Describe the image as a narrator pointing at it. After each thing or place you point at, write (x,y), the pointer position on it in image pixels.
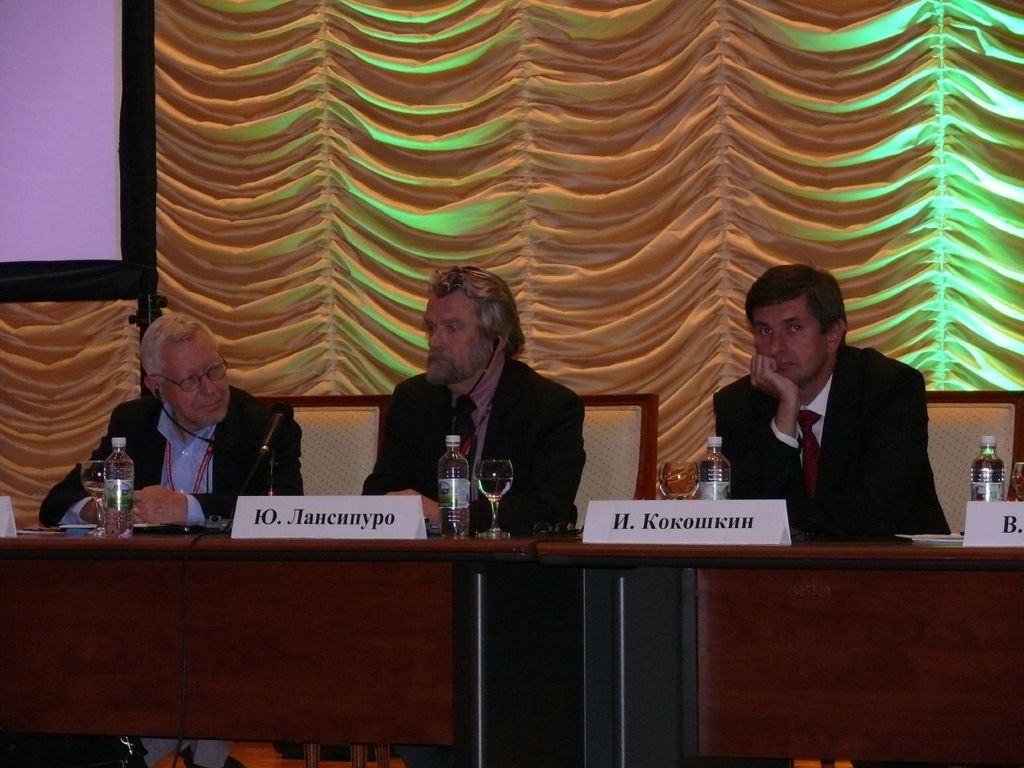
In the foreground of this picture (442,683), there is a table (400,549) on which bottles (460,512), glasses (504,472), name boards (390,513) and few paper (950,540) on it. In the background (815,419), there are three men (722,413) sitting on the chairs (957,441), a curtain (426,180) and a screen (28,138).
